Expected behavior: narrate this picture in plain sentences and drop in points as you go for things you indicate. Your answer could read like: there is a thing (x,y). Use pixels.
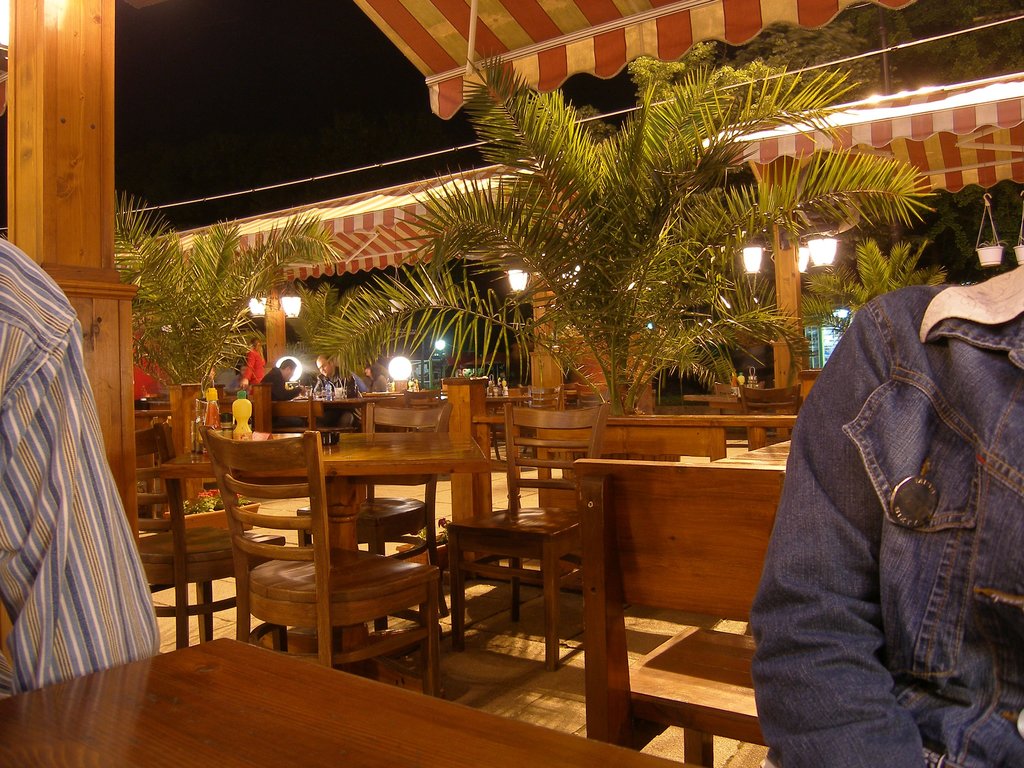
In this picture we can see some chairs (516,565) and tables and some plants (628,352) in between them and two people (68,534) sitting on the chairs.
